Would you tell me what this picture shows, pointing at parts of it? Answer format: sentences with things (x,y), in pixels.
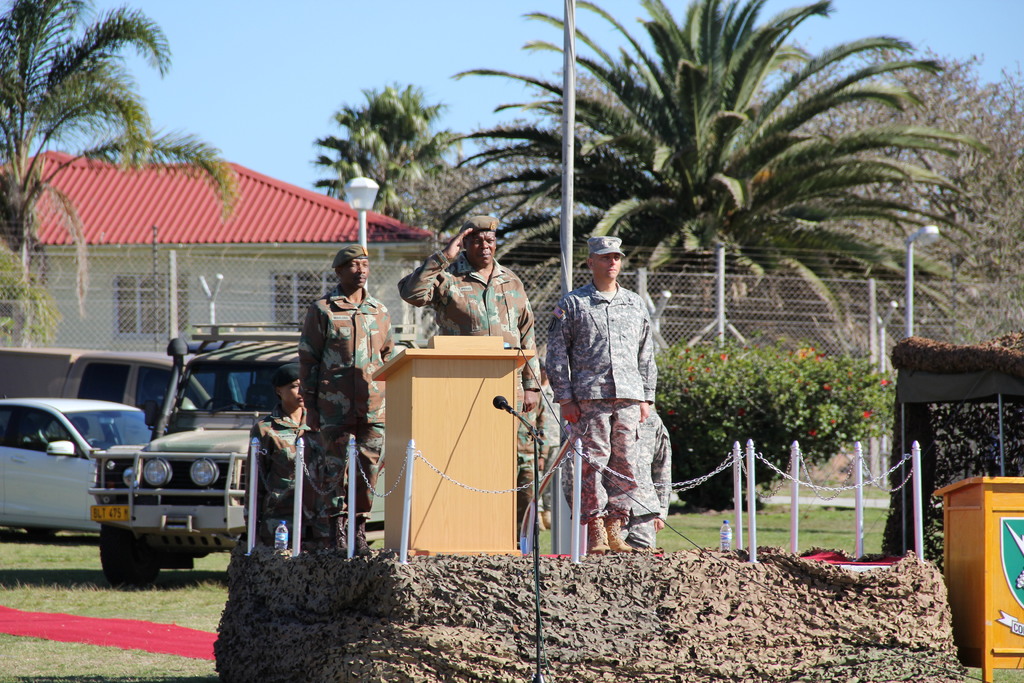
In the picture we can see the stage (738,581) with a railing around it and on it we can see a desk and three army people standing and one man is saluting and behind them, we can see three vehicles (218,390) and behind it, we can see some plants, and fencing (269,298) and behind the fencing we can see trees (942,245), house (240,241) with windows (287,285) and behind it also we can see some trees (377,201) and a part of the sky (214,111).
